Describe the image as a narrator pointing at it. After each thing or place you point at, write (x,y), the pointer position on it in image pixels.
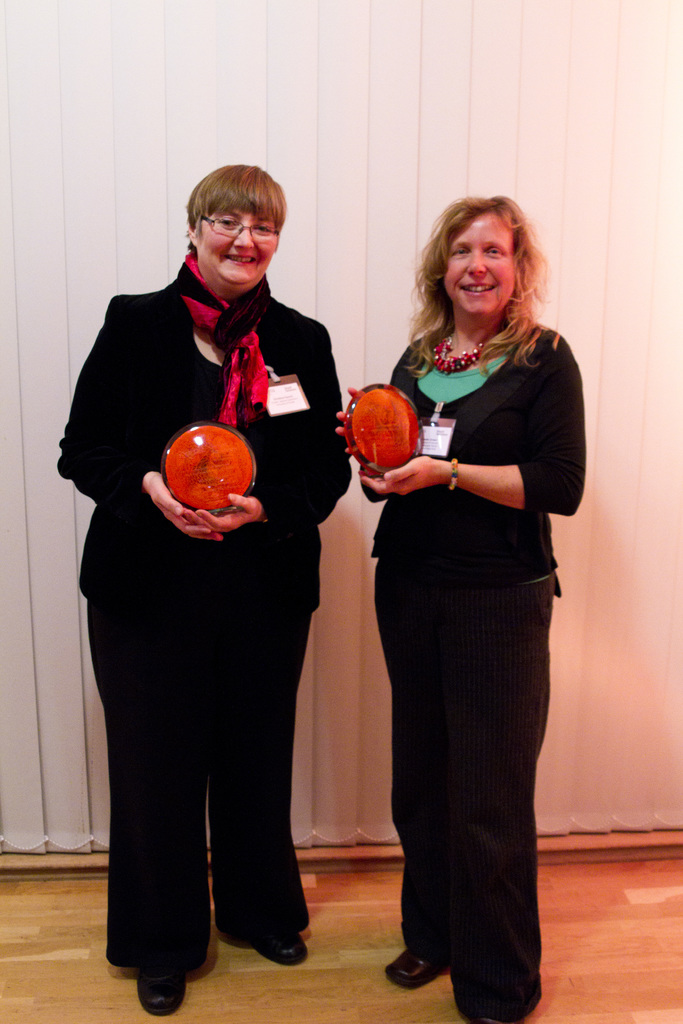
Here in this picture we can see a couple of women (245,403) in black dress (277,725) standing on the floor (604,996) over there and the woman (257,752) in the left side (170,858) is wearing scarf (250,368) on her and she is also wearing spectacles (260,233) on her and we can see both of them are smiling and both of them are holding something in their hands (398,475) and behind them we can see white colored window flaps (655,69) present over there.
